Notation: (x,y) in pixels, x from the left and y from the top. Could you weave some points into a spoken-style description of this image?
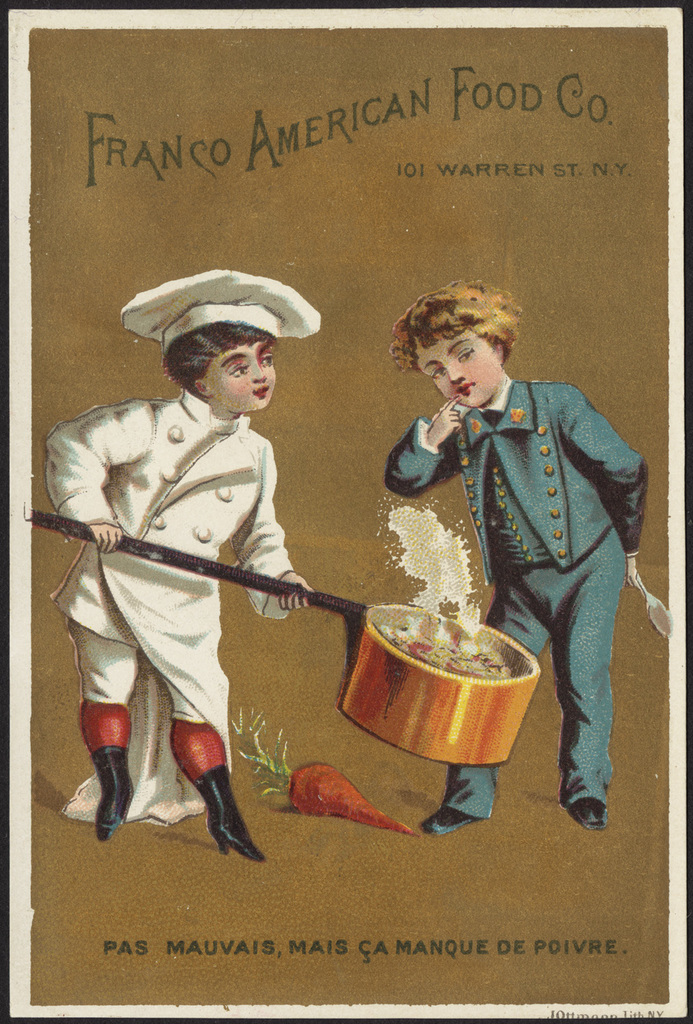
This is the picture of the painting. In this picture, we see two boys (109,582) are standing. The boy (124,565) on the left side (96,428) is holding an object (349,635) in his hand (290,601). In between them, we see a carrot (332,781). In the background (210,239), it is brown in color. We see some text (130,950) written at the top (254,149) and at the bottom of the picture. This picture might be a photo frame (207,14).
